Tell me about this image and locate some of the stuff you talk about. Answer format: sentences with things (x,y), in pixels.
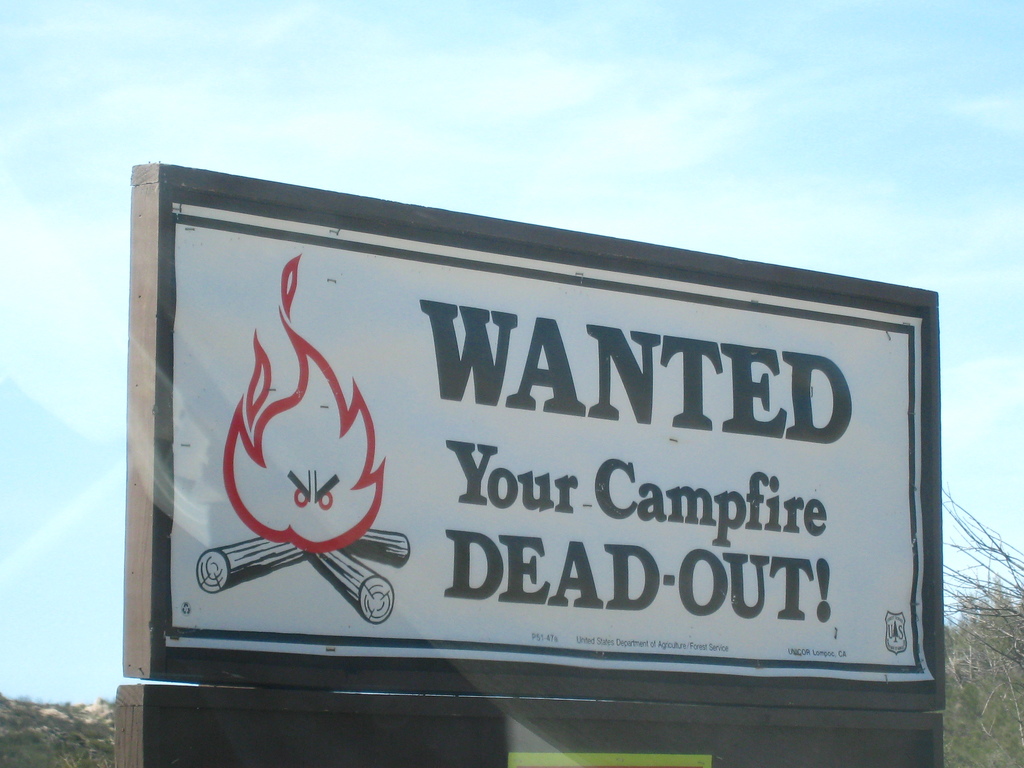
In the foreground of this image (537,550), there is board (575,628) with text (606,488) written on it as" Wanted your camp fire dead out!". In the background (944,595), there are trees (1000,624) and the sky (783,212).
